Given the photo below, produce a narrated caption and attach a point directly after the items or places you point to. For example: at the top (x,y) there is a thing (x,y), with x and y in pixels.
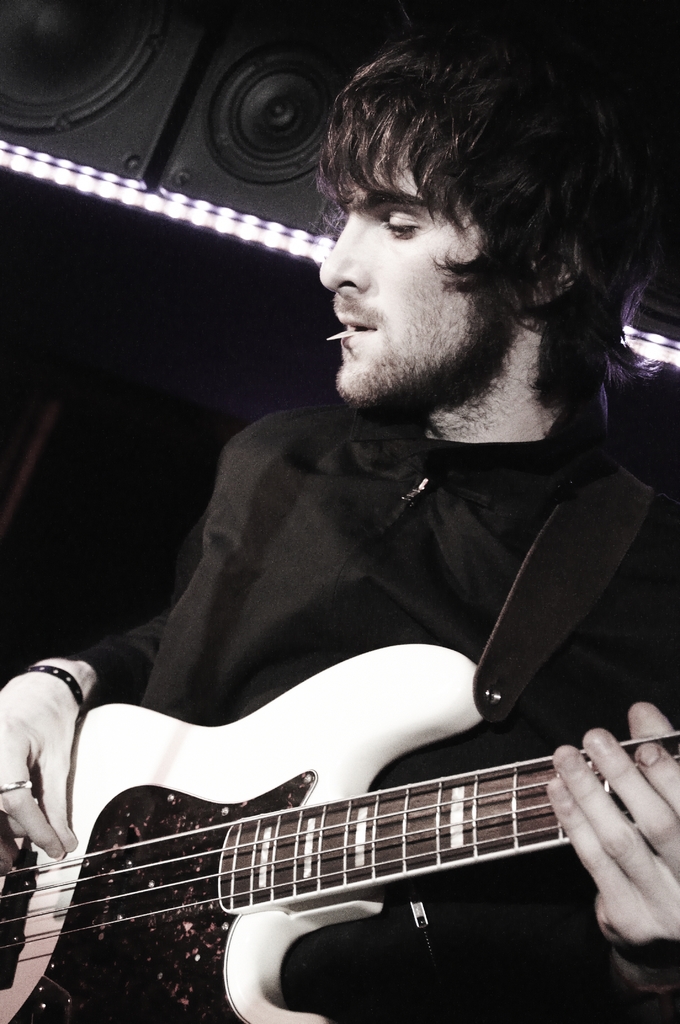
The image consist of a man (456,565) who is playing guitar (373,887), in the background (125,103) there are black color speakers (220,114).
